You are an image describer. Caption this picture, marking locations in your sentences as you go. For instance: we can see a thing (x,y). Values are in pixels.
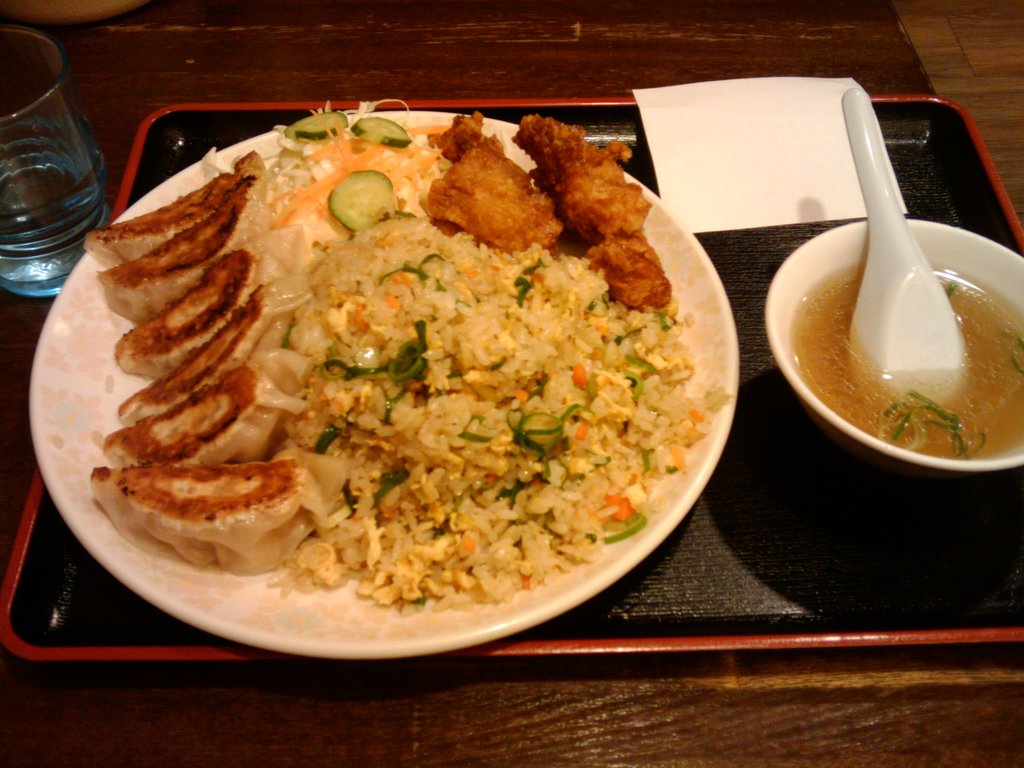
In the image we can see a plate (423,609), white in color. In the plate (364,475) there are food items (343,396), beside the plate (438,611) there is a bowl (856,240). In the bowl (854,254) there is soup (974,367) and a spoon (901,300) in it. There is a tray (778,583), wooden surface (747,714) and a glass (99,170). This is a piece of paper (731,113).
